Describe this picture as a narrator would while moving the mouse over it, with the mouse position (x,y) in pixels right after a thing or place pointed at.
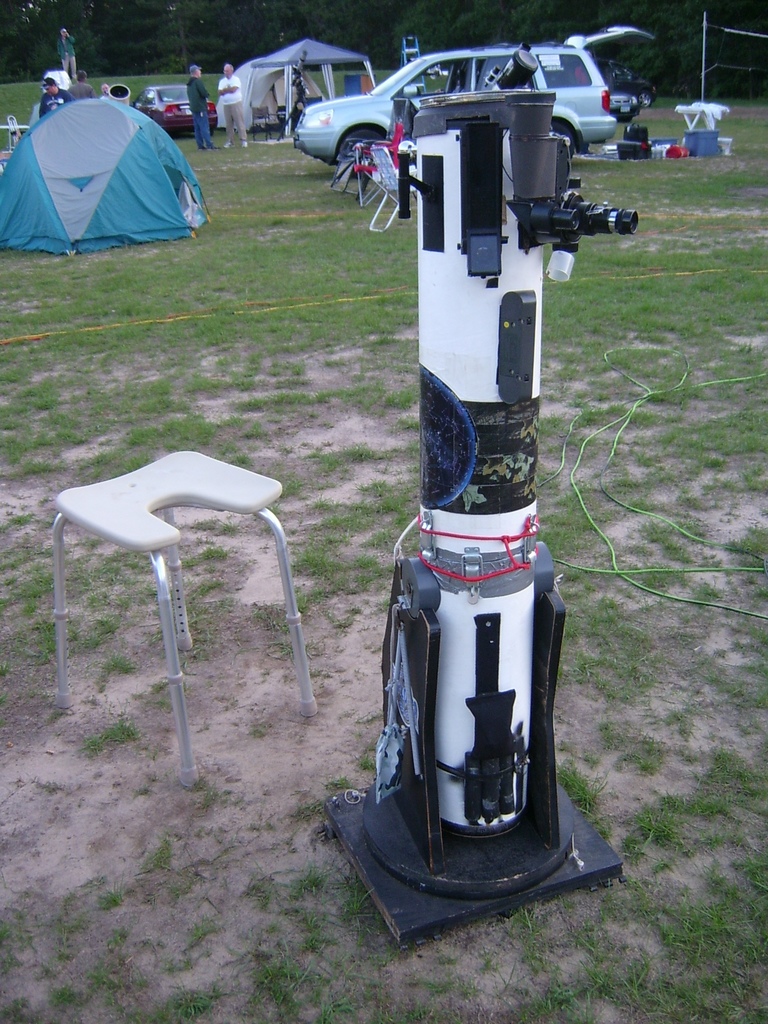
Here we can see tents (338,53), cars (581,62), grass (23,258), chairs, few persons (228,76), and a device (464,531). In the background (725,58) there are trees (272,44).
